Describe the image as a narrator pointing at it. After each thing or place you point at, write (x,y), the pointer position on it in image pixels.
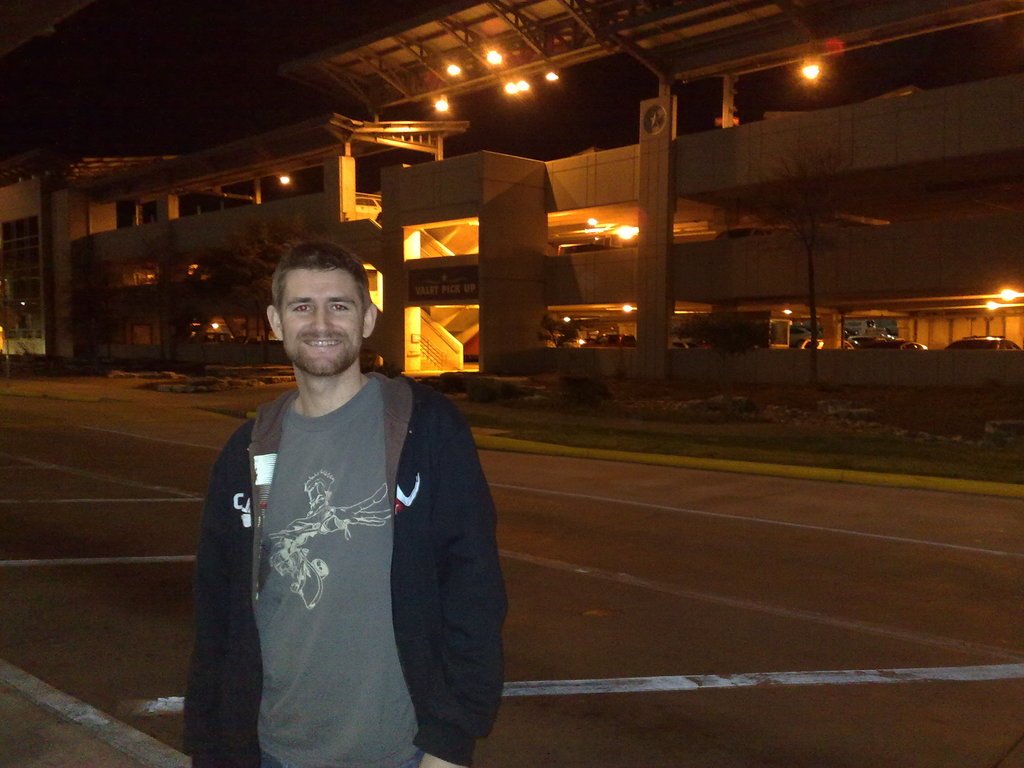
In this image, I can see a man (328,570) standing and smiling. There are vehicles (802,346) in the building (648,326), lights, trees (221,285) and the road (617,617). The background (225,105) is dark.
